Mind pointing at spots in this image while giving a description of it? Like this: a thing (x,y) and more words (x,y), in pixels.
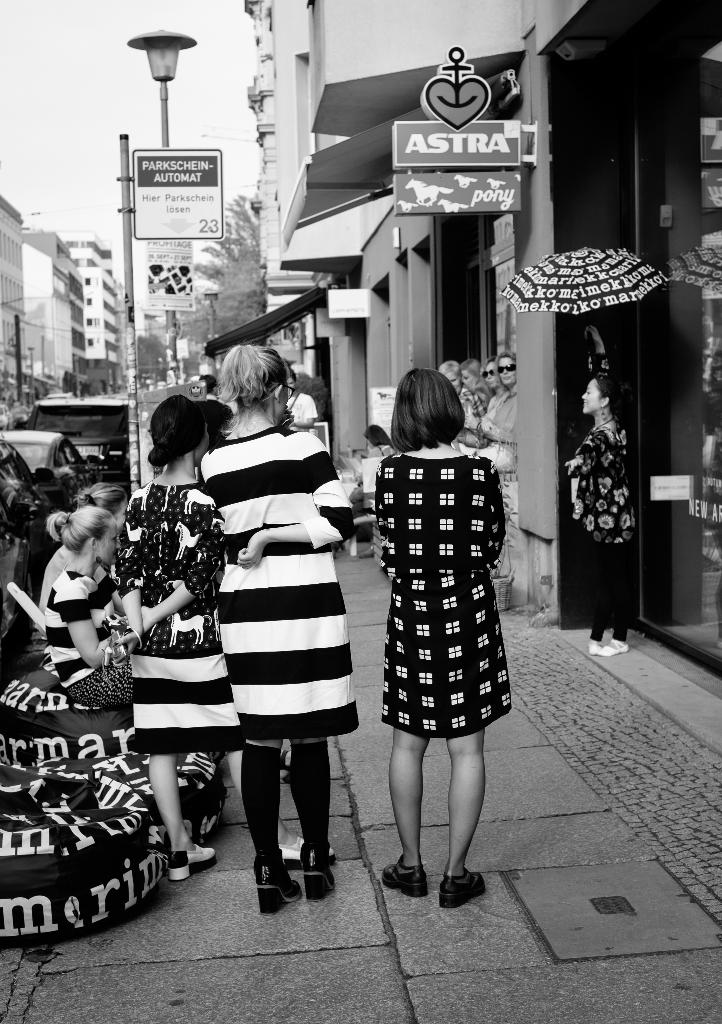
This picture shows few people (487,588) standing and few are seated and we see a woman (595,370) holding a umbrella (630,291) in her hand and we see boards (186,247) to the poles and we see buildings (277,234) and trees (220,262) and couple of pole lights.
